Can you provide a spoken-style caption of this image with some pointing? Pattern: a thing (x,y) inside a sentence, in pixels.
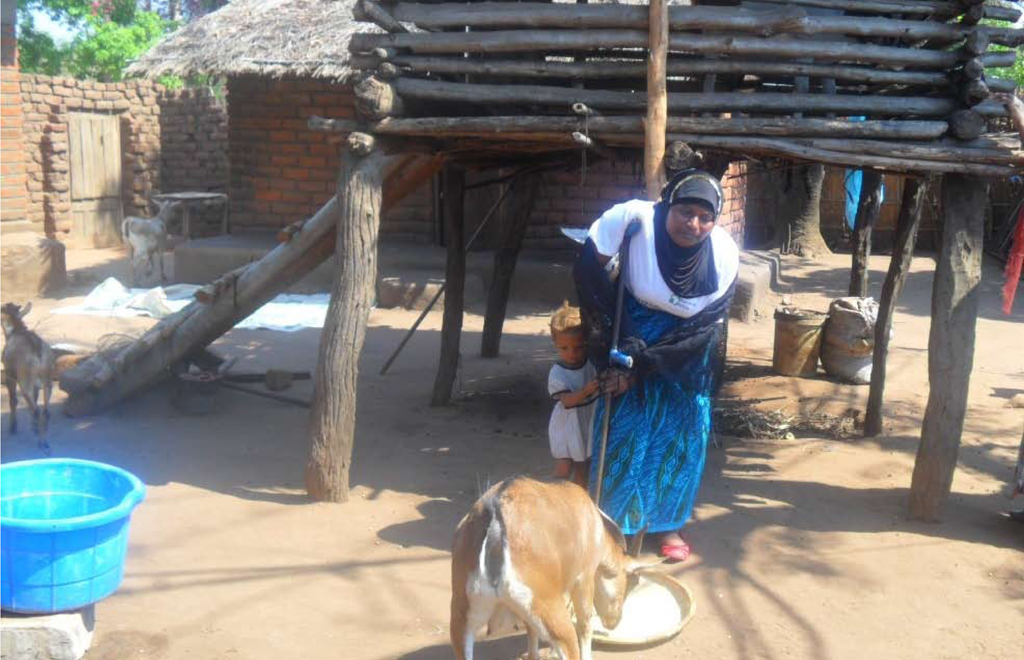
In this image I can see a woman (653,343), a child (590,391) and animals (491,547) are standing on the ground (546,340). Here we have some wooden objects (478,131). In the background (255,94) I can see a house (298,90), trees (208,85) and some other objects (42,565) on the ground (152,507).
